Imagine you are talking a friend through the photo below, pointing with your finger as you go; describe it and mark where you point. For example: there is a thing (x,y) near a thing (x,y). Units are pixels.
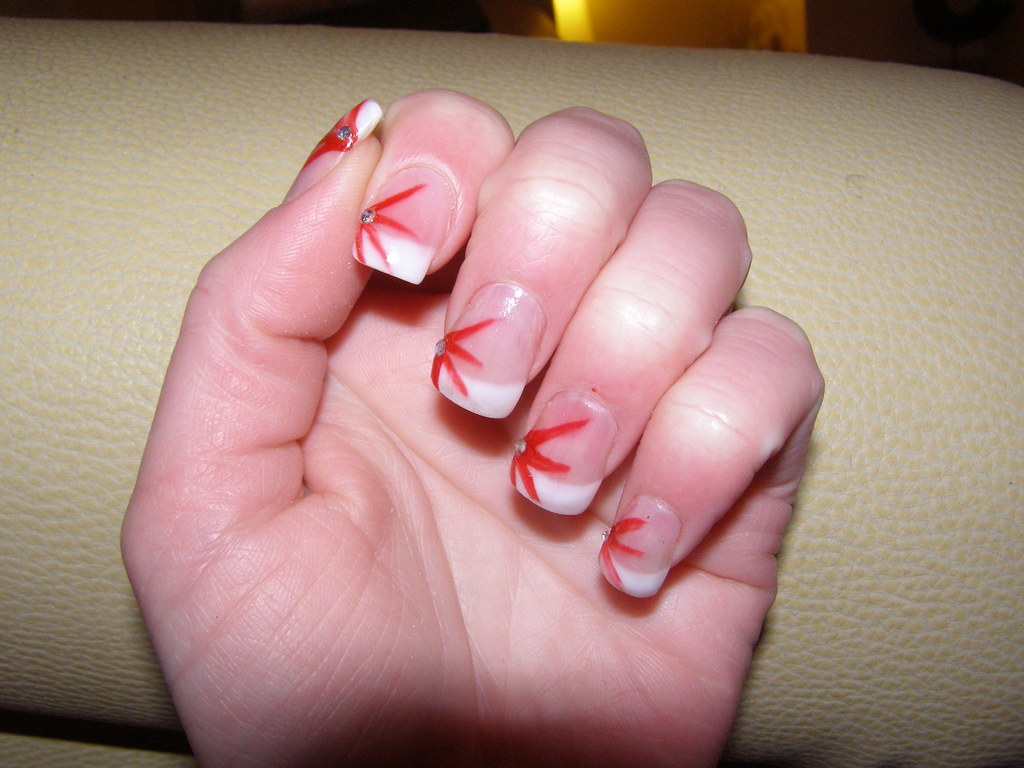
In this image a person's hand (554,366) is visible. Behind there is an object (1015,220).
